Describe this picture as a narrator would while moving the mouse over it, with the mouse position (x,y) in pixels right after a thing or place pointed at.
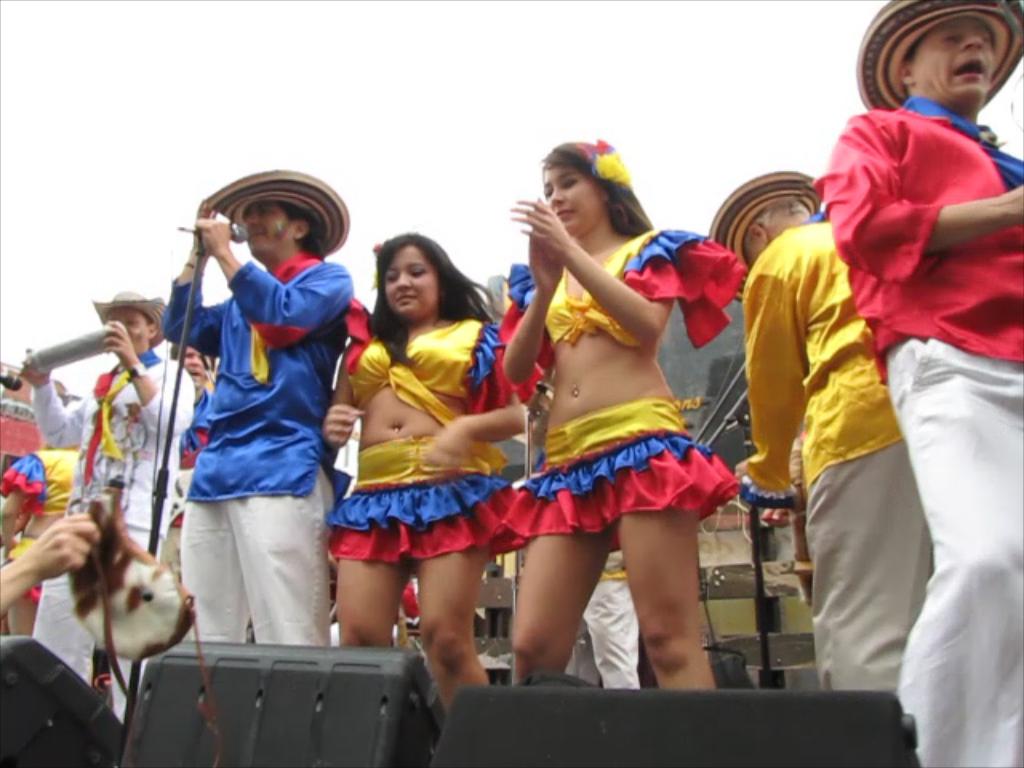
In this image there are group of persons (552,368) performing on the stage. In the front (193,662) there are objects (267,718) which are black in colour and there are musical instruments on the stage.
